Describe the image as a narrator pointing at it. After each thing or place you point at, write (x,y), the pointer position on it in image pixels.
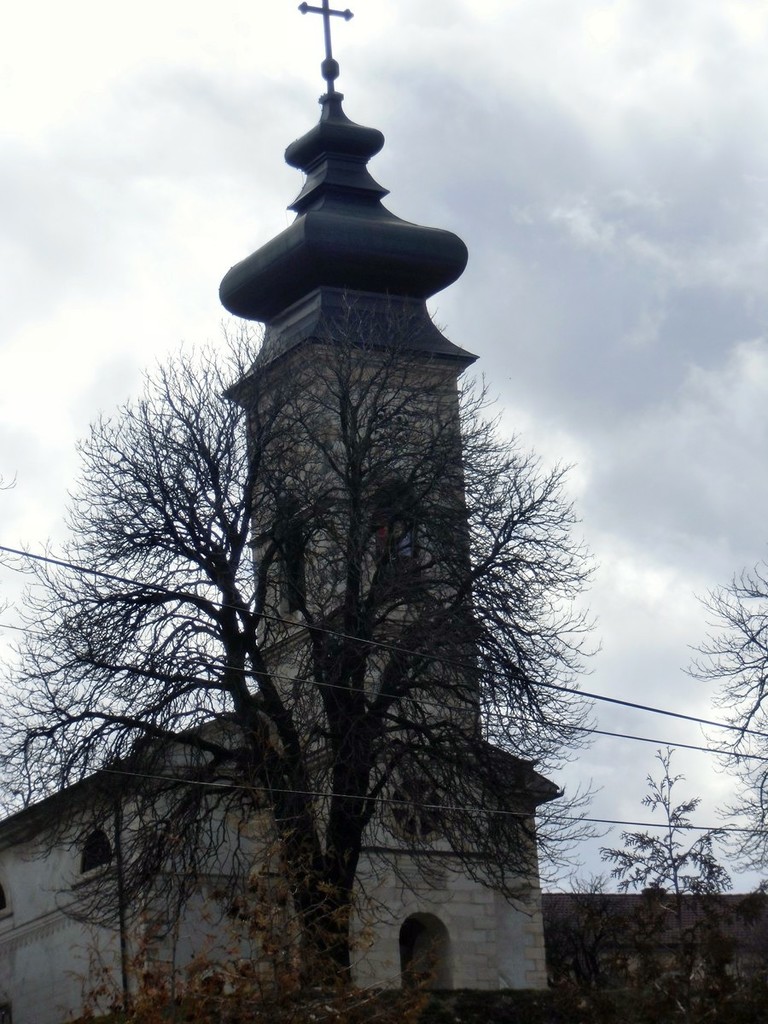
In this image we can see the church (447,560) and there are some trees (489,871) and at the top (480,143) we can see the cloudy sky (206,52).
